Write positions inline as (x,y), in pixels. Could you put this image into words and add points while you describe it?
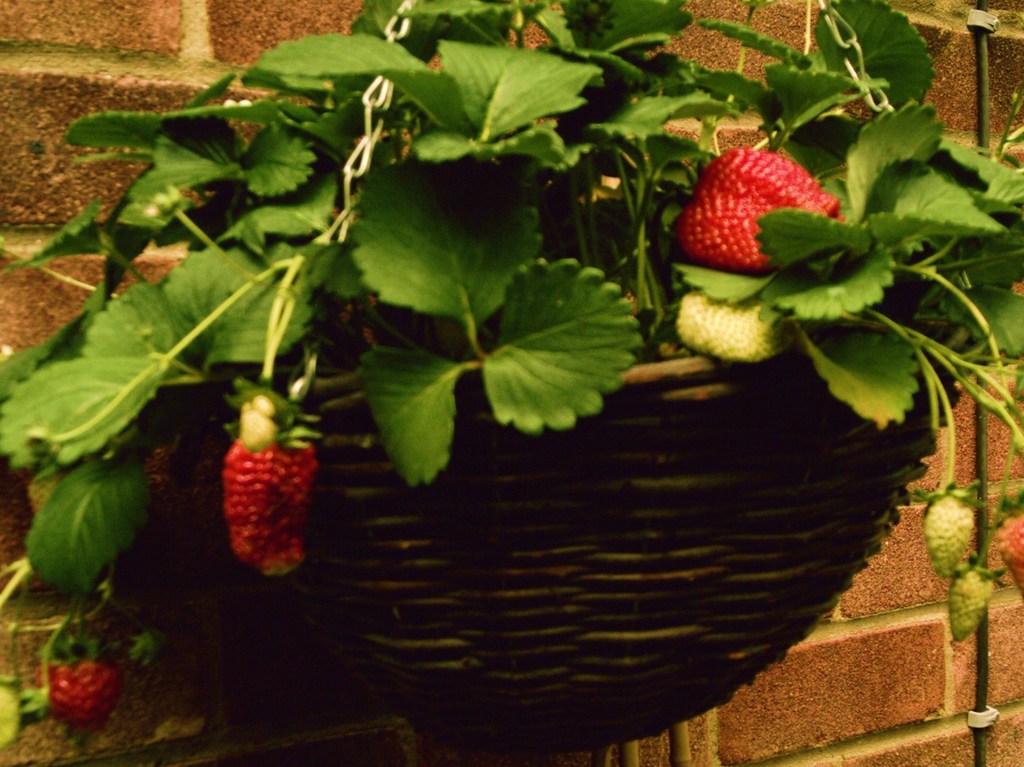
In this picture I can see there is a flower pot (583,489) attached to the wall (346,18) and the flower pot (647,504) has a plant (758,233), there are berries (723,180) attached to the plant (466,6) and in the backdrop (866,696) I can see there is a brick wall (241,747).
